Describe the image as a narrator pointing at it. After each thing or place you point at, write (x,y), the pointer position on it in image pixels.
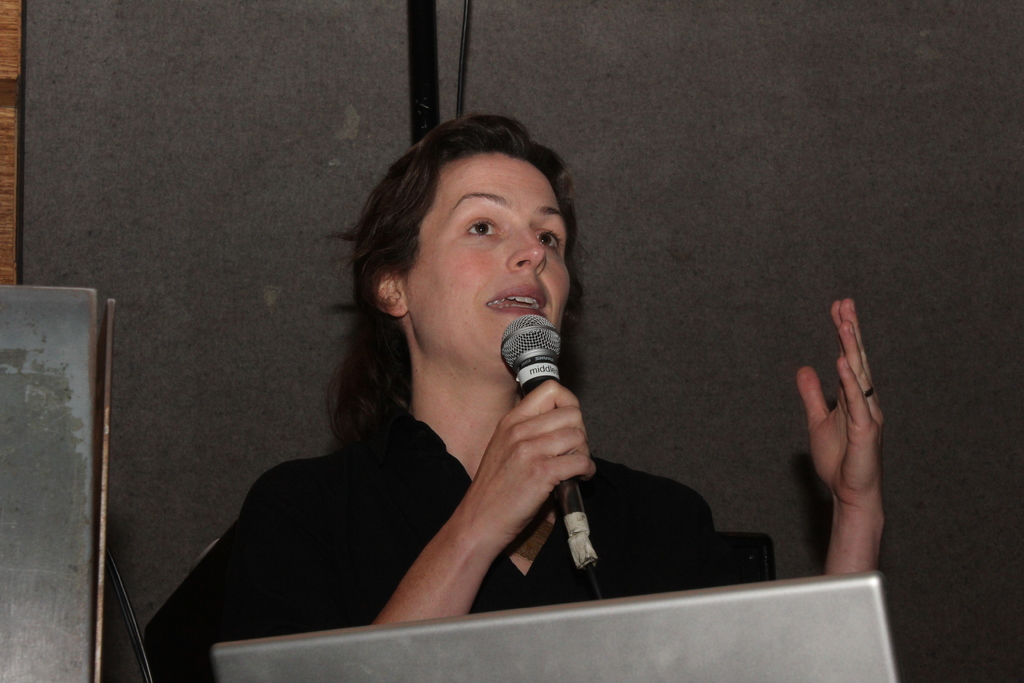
In this picture we can see a woman (377,381), she is holding a mic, here we can see some objects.
